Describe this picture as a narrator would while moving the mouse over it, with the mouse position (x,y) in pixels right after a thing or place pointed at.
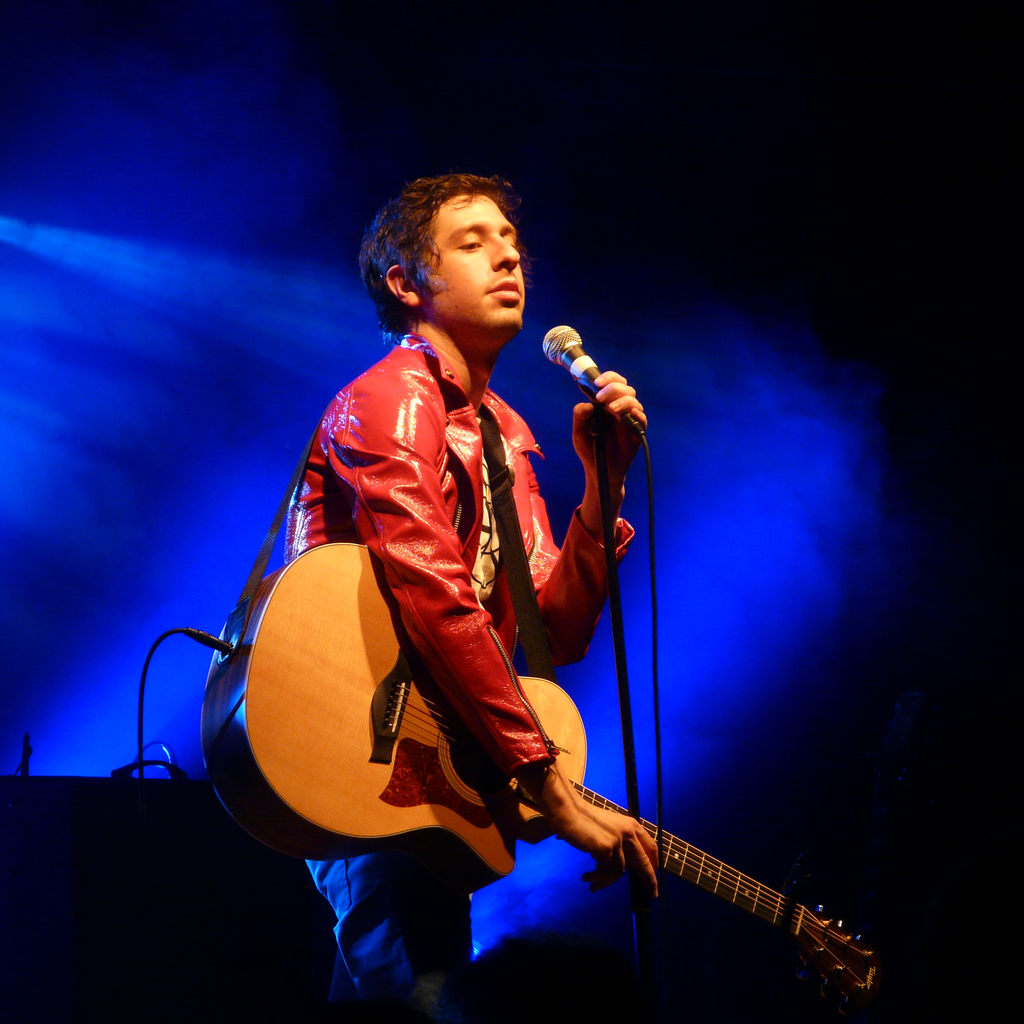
In the image there is a guy (488,731) with a guitar (450,711) in front of a mic (558,333).
